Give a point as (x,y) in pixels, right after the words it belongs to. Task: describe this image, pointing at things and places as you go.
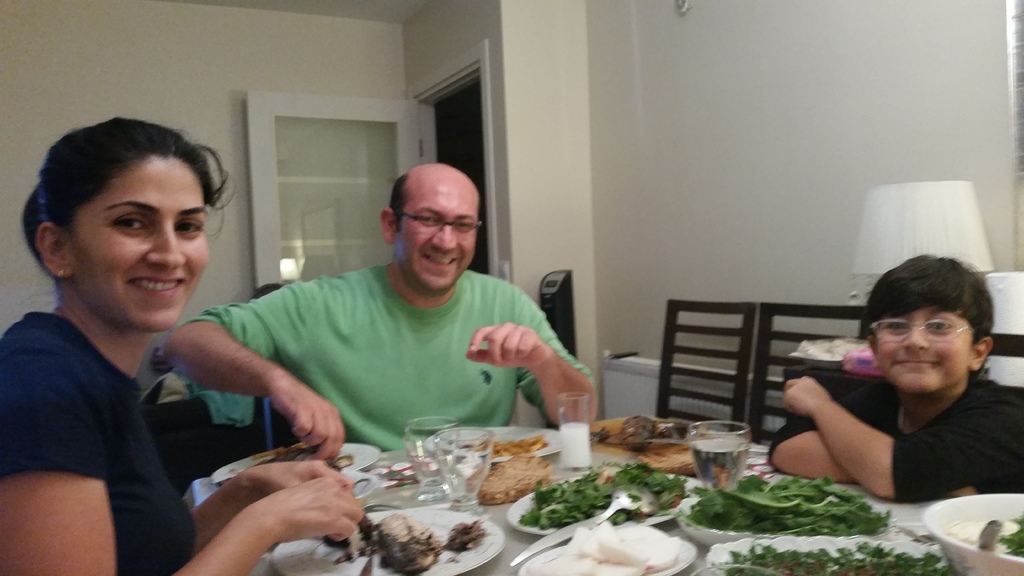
This picture is inside the room (485,263). There are three persons (445,273) sitting around the table (550,465) and smiling. There are plates (529,496), food (644,471), glasses (489,439), spoons (625,495) on the table (389,493). There is a lamp (915,242) behind the table (544,437). At the back (391,166) there is a door (344,129).
